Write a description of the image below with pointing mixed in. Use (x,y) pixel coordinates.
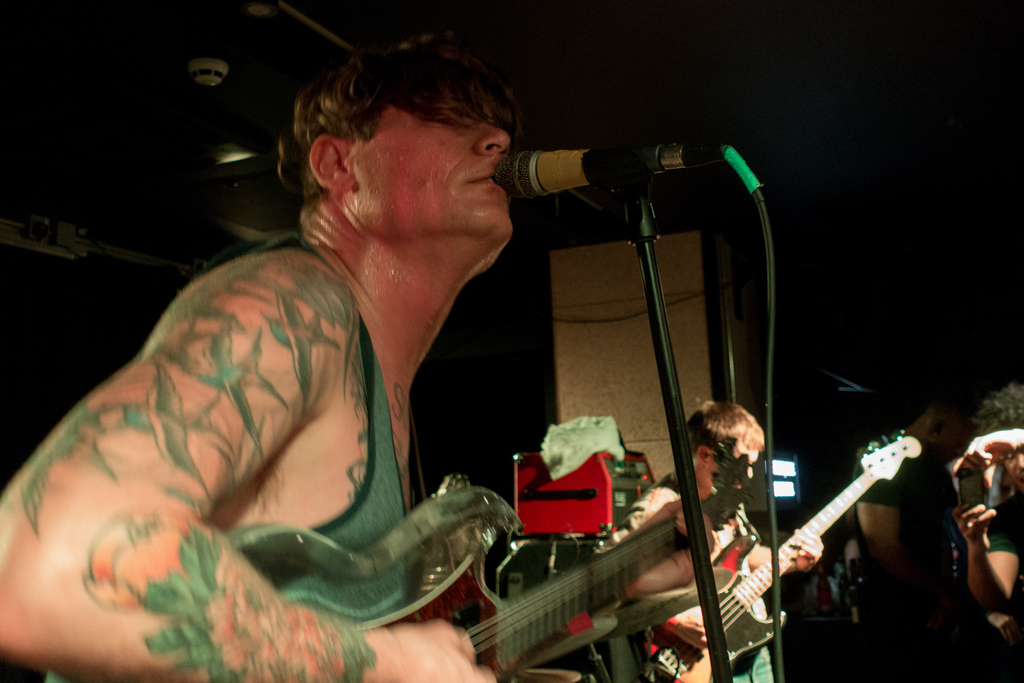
In this image there are two persons (665,568) who are playing guitar (520,612) and in front of him there is a microphone (585,152).
